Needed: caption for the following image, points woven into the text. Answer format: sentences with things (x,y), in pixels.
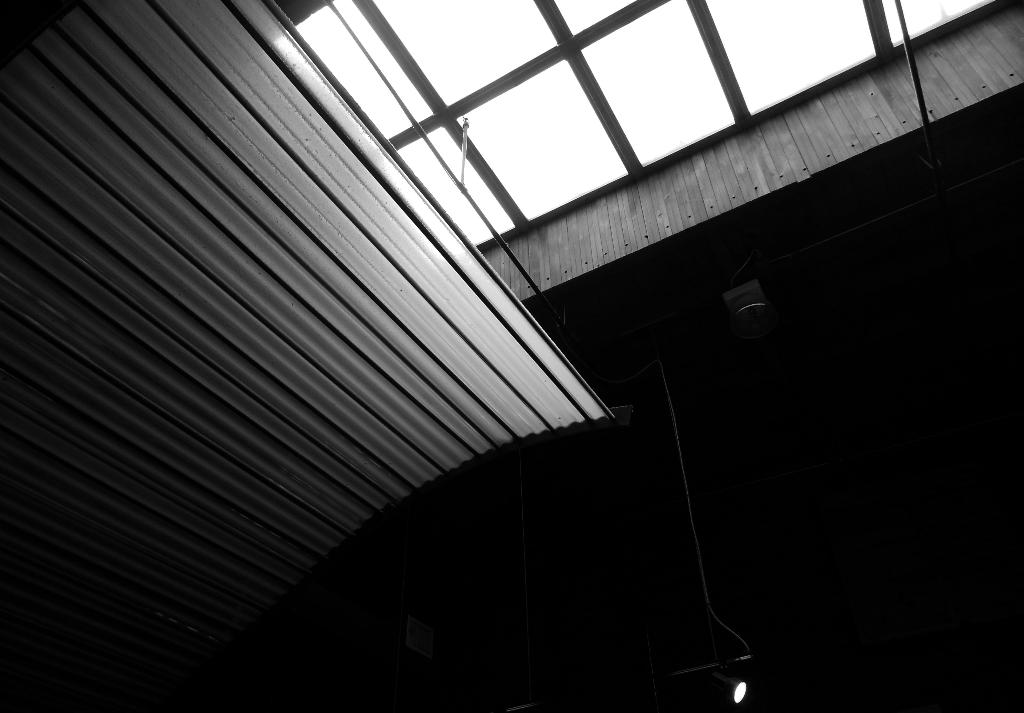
This image consists of a roof (673,158) to which there are metal rods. On the left (273,378), we can see a curved surface (234,450). At the bottom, we can see a lamp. And the image is too dark on the right side (710,593).
